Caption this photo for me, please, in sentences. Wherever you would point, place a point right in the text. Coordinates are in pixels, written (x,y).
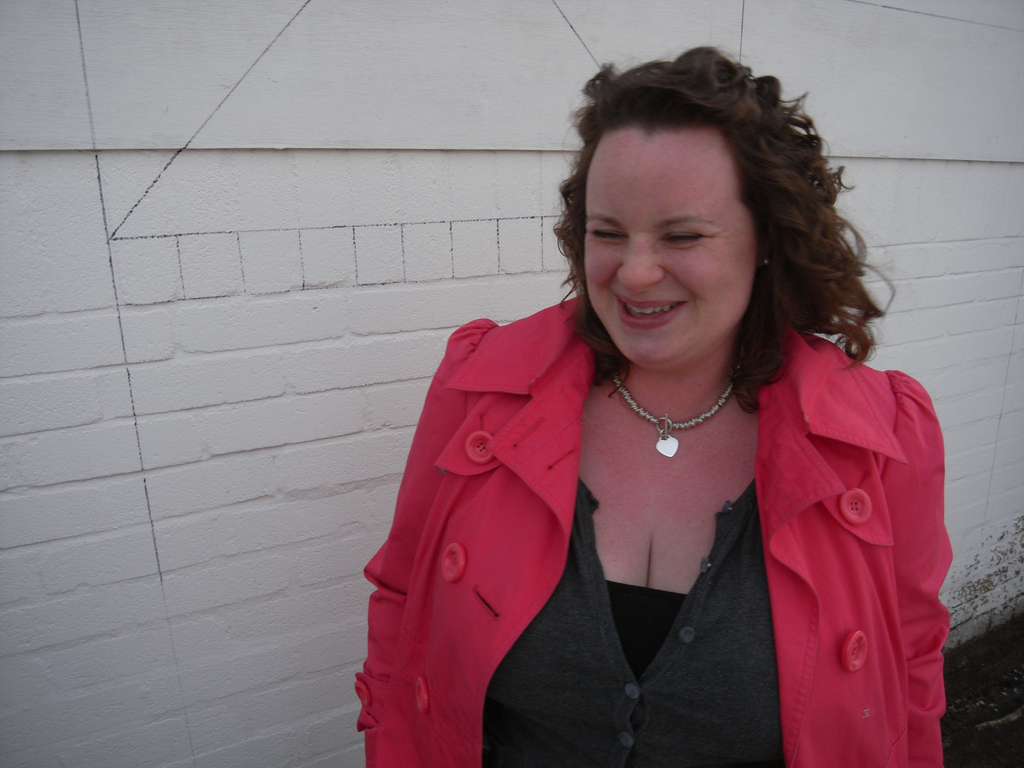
There is a woman (622,372) standing and smiling, behind this woman (770,303) we can see white color wall (235,343).
